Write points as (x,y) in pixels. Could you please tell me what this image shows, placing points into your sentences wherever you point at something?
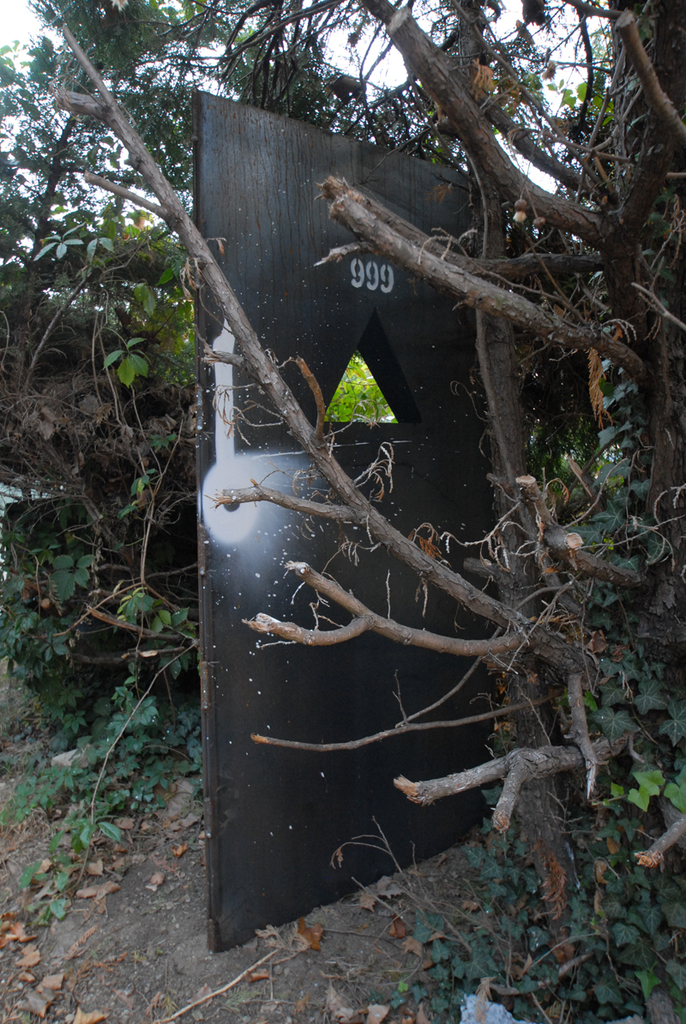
In this image in the front (511,609) there is a tree (566,600). In the center (358,431) there is a board (358,431) and there are dry leaves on the ground (158,887). In the background (169,413) there are trees (97,319).
